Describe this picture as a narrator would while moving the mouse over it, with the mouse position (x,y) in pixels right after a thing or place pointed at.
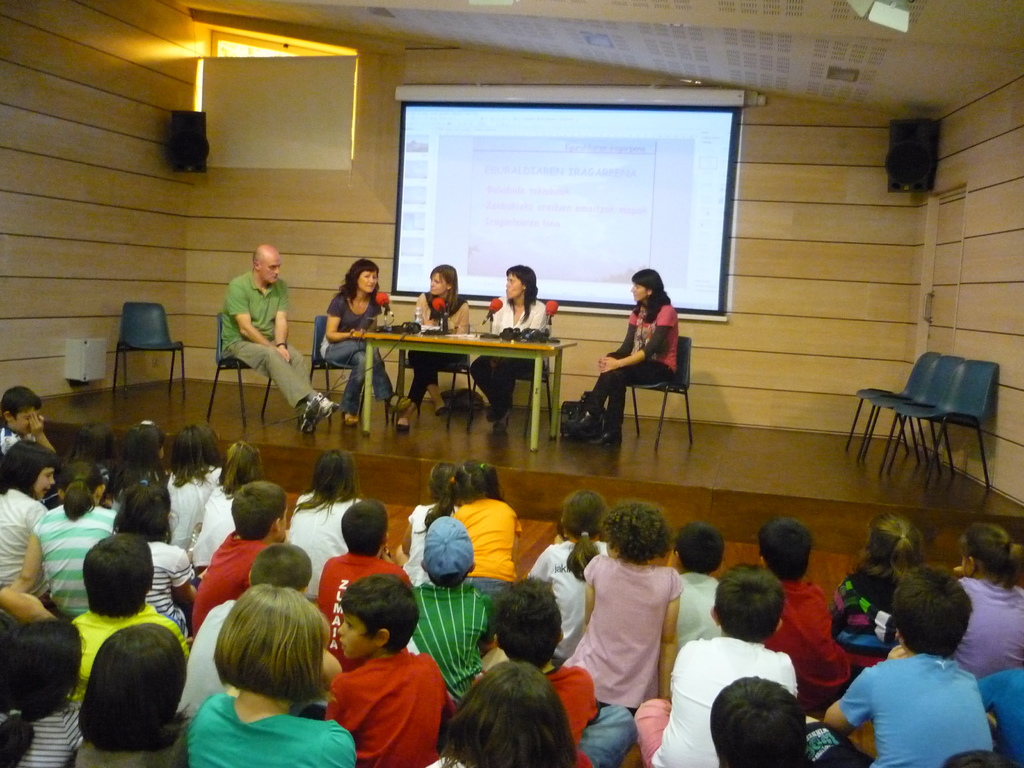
This is an image clicked inside the room (79,113). Here we can see five people (258,323) are sitting on the chairs (316,343) around the table (406,343). In the background (593,176) there is a screen (502,170). On the bottom of the image (466,668) there are some people (323,710) sitting on the floor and looking at the people (274,302) who are sitting on the chairs (318,325). There are two speakers (192,137) at the corners of this room (840,152).
